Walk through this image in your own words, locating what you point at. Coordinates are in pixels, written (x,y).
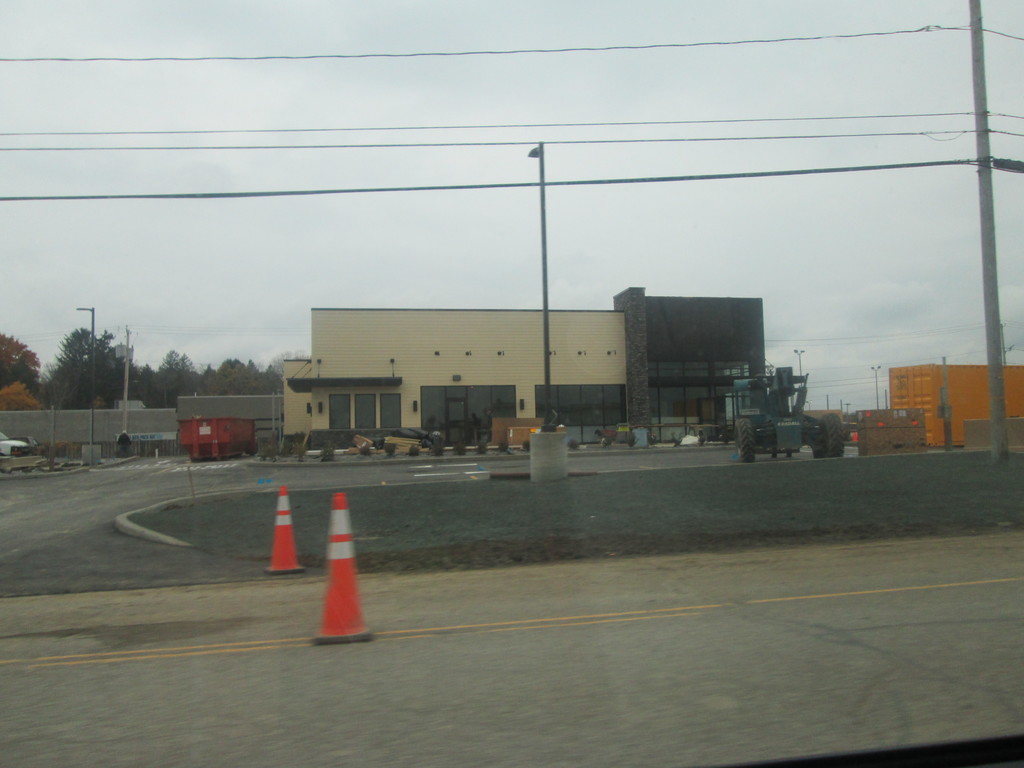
In this image I can see two traffic poles (352,563) which are orange and white in color on the road (424,637), few poles (981,24) and few wires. In the background (534,370) I can see a building (525,356), a vehicle (810,436), few wires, a orange colored container (895,368), few trees (152,378), few poles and the sky (314,241).
